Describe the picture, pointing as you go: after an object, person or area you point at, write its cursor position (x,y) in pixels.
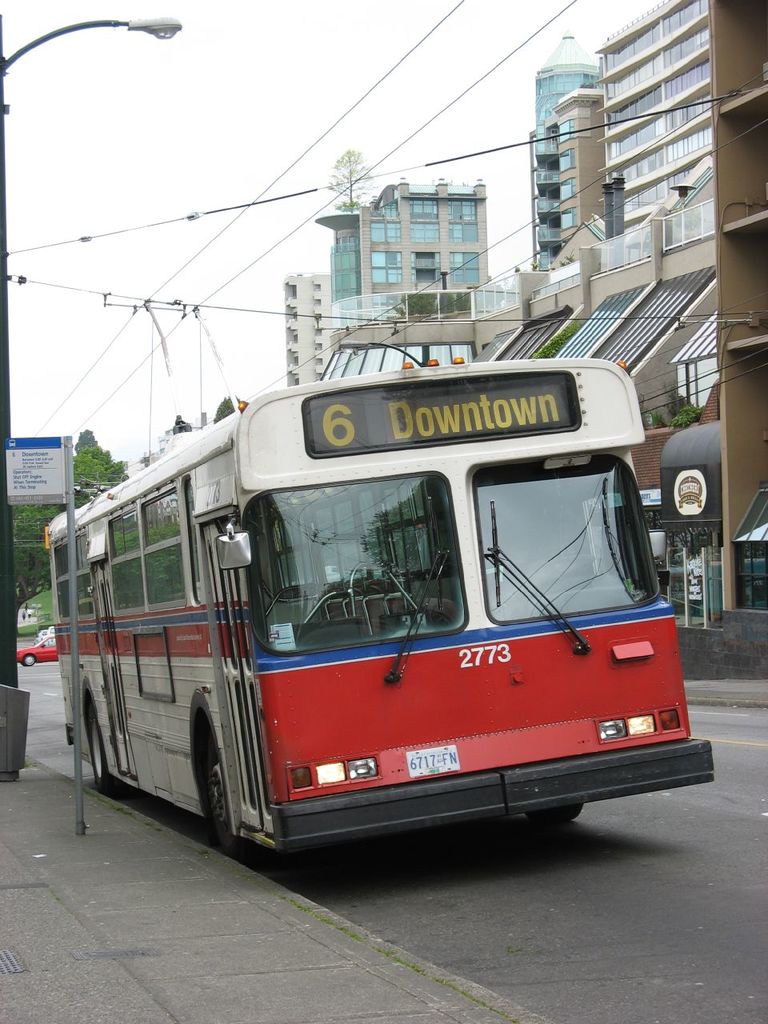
In this image we can see a vehicle (419,642) with some text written on it and we can also see buildings (348,299), light poles (4,382), trees (28,556) and board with some text (18,478).
